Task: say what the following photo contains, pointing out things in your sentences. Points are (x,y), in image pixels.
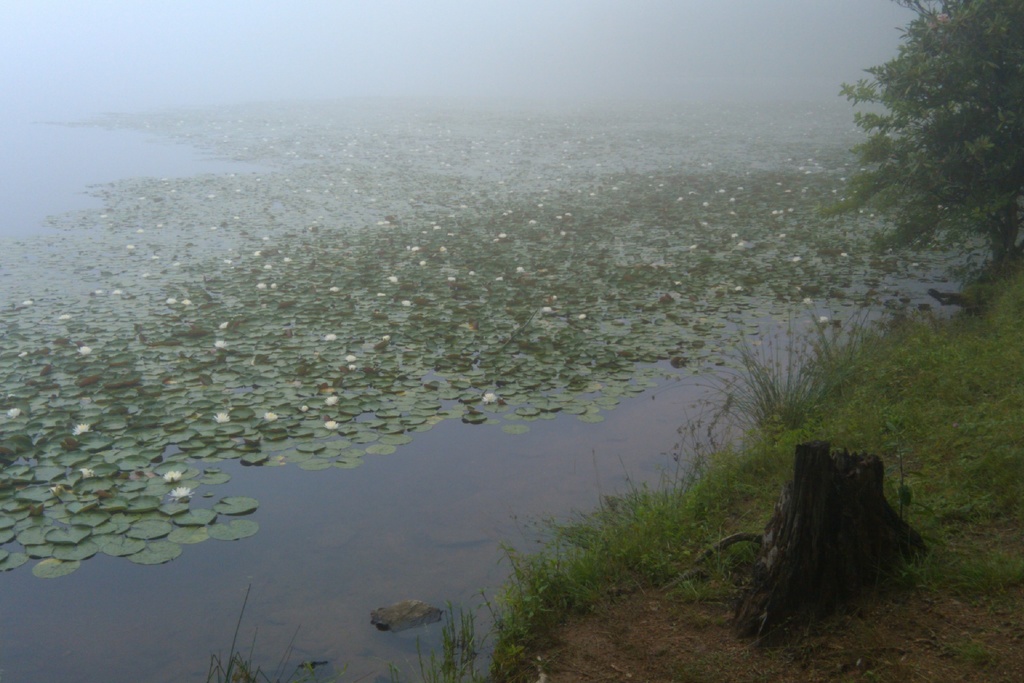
In this image I can see lotus flowers (184,498) and leaves (338,242) all over the pond (108,219) and in the right bottom corner (989,585) I can see a stump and grass (1014,314).
